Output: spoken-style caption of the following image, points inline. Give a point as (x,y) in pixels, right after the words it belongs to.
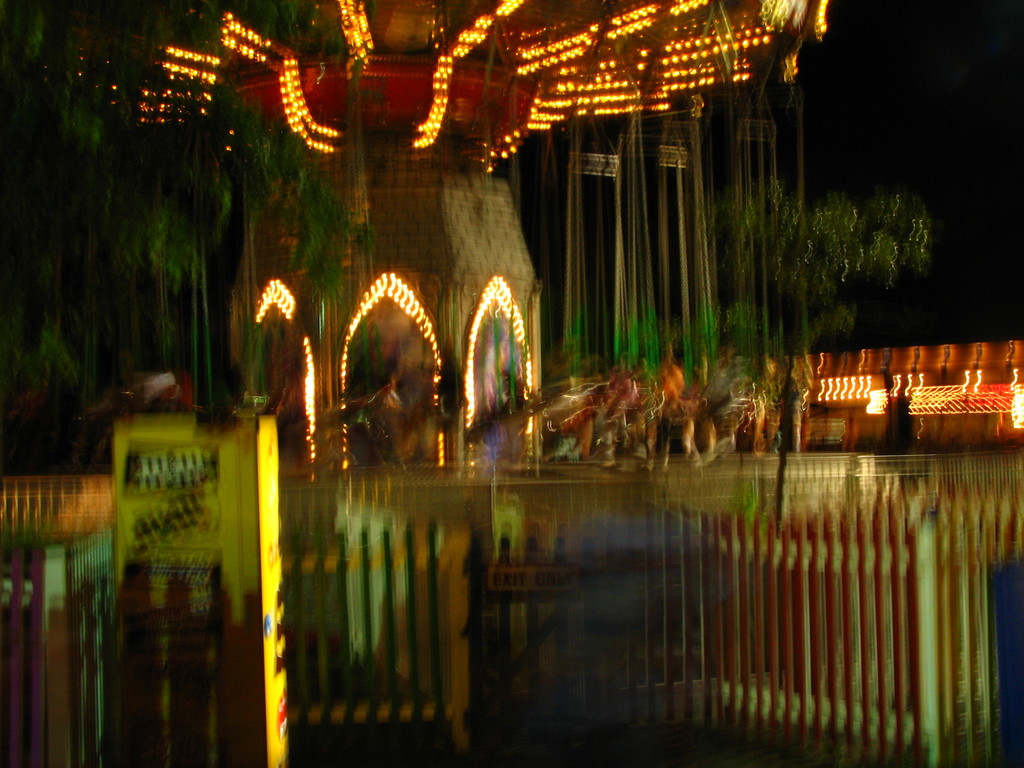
In this picture I can see the carousel (491,322). On the right (961,356) I can see the shed (845,363) and lights (933,400). Behind that I can see the trees (760,250). In the top right corner (881,57) I can see the darkness (956,73). At the bottom (463,638) I can see the fence (428,663).
